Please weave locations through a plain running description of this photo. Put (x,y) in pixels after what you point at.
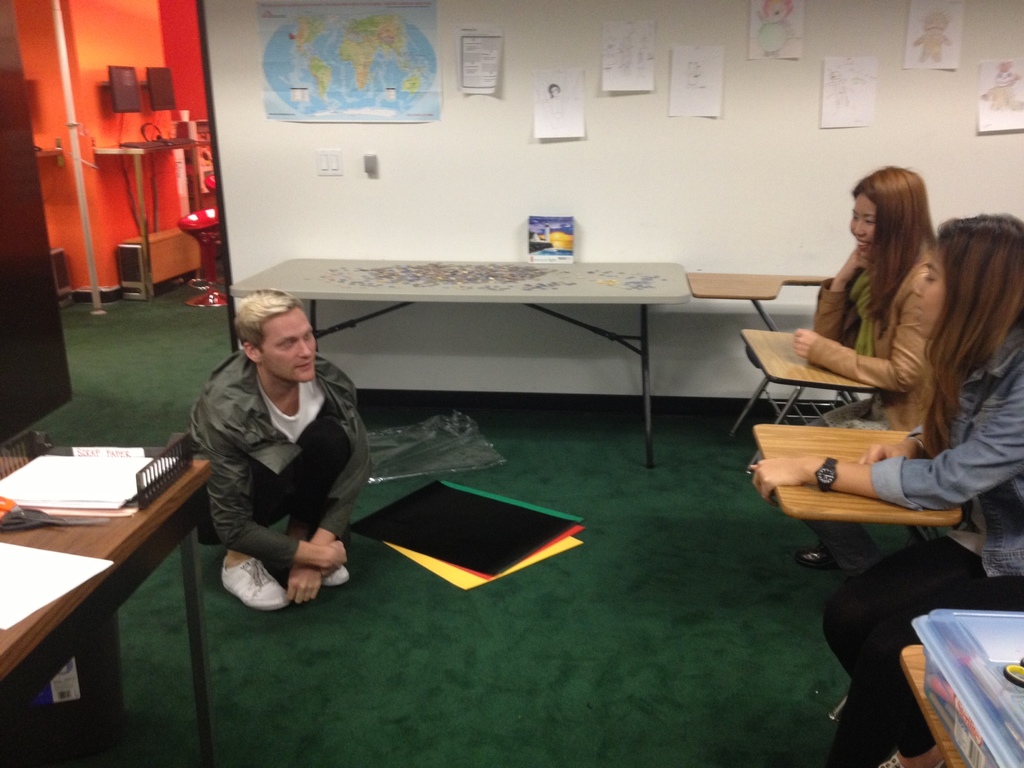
On wall (807,126) there are posters (634,61) and map (373,48). These 2 women (902,301) are sitting on a chair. Beside this woman (895,313) there is a table (592,285). This man (311,432) wore jacket (267,421), beside this man (231,532) there are papers (441,554) on floor (450,630). On this table (39,537) there are papers (66,499). Far on this table (137,152) there is a keyboard (161,146) and a monitors (160,93) on wall (93,85).
